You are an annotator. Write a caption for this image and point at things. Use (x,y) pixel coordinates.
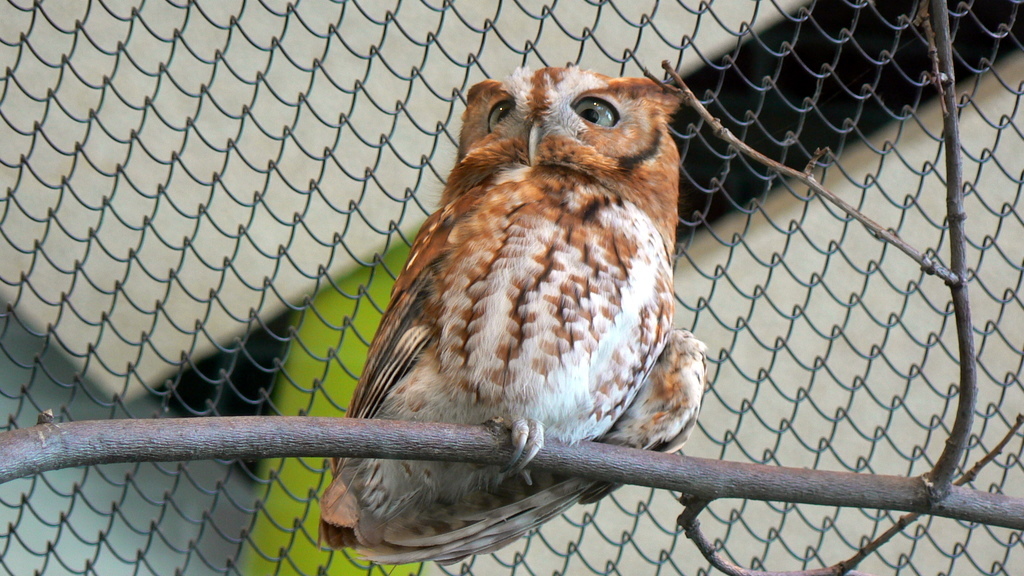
In this image, we can see an owl (496,308) on stick (456,435). In the background (221,507), there is a mesh (634,44).
